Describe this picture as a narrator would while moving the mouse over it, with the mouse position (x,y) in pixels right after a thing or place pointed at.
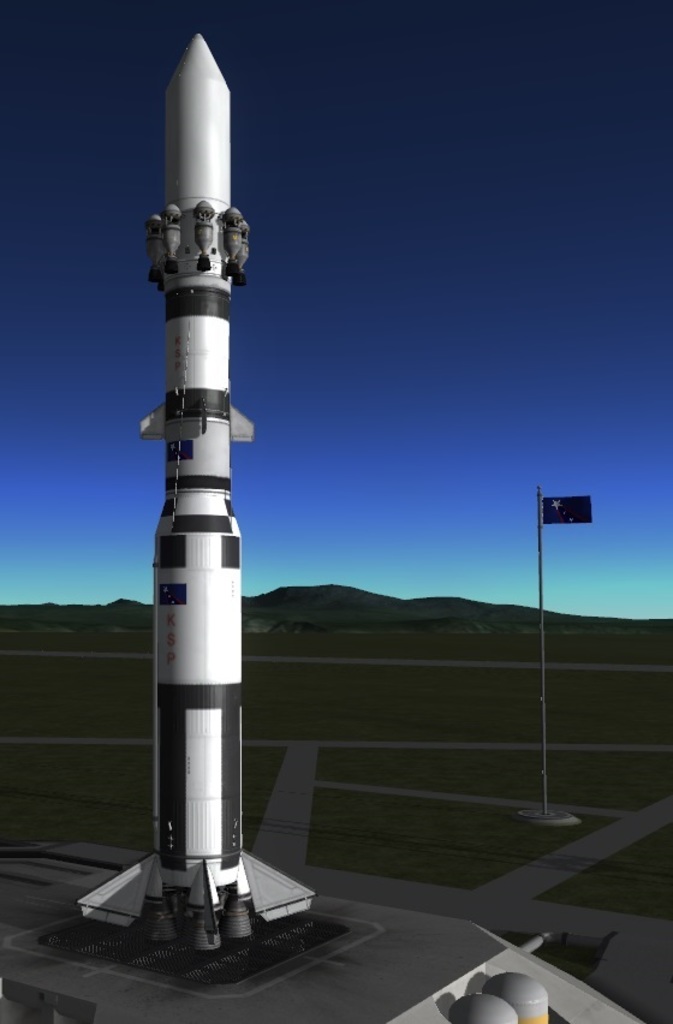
In this image, we can see a rocket (186,404). There is a flag (556,501) on the right side of the image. There is a sky (496,553) at the top of the image (416,122).
